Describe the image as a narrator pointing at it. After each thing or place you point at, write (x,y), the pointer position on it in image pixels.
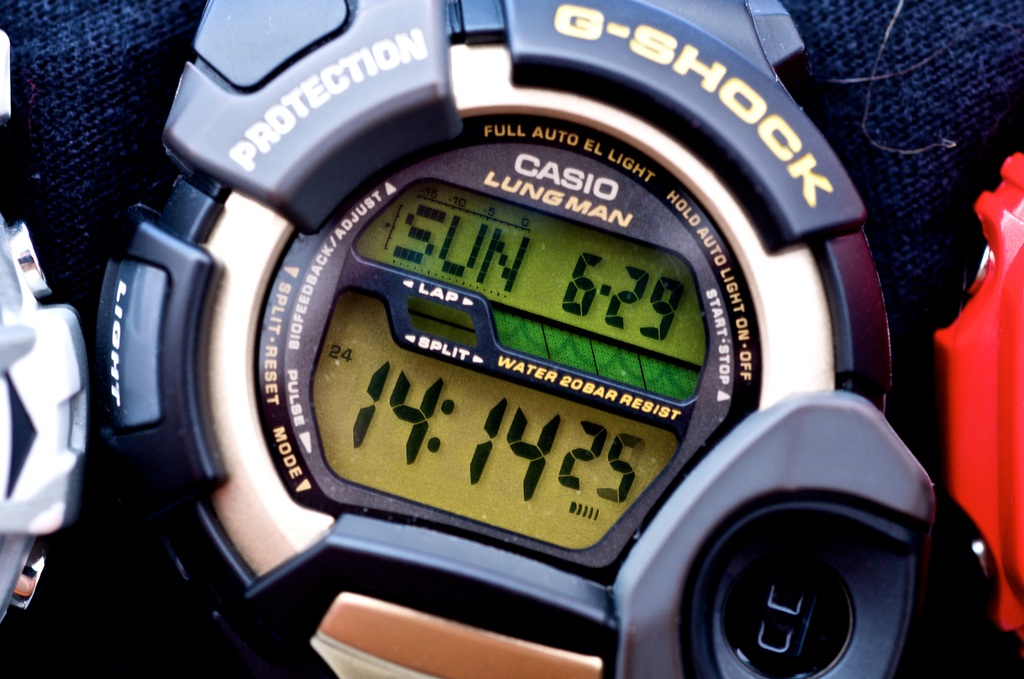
In this image we can see three digital wrist watches (482,364). There is a cloth (929,97) below the watches (505,323).
